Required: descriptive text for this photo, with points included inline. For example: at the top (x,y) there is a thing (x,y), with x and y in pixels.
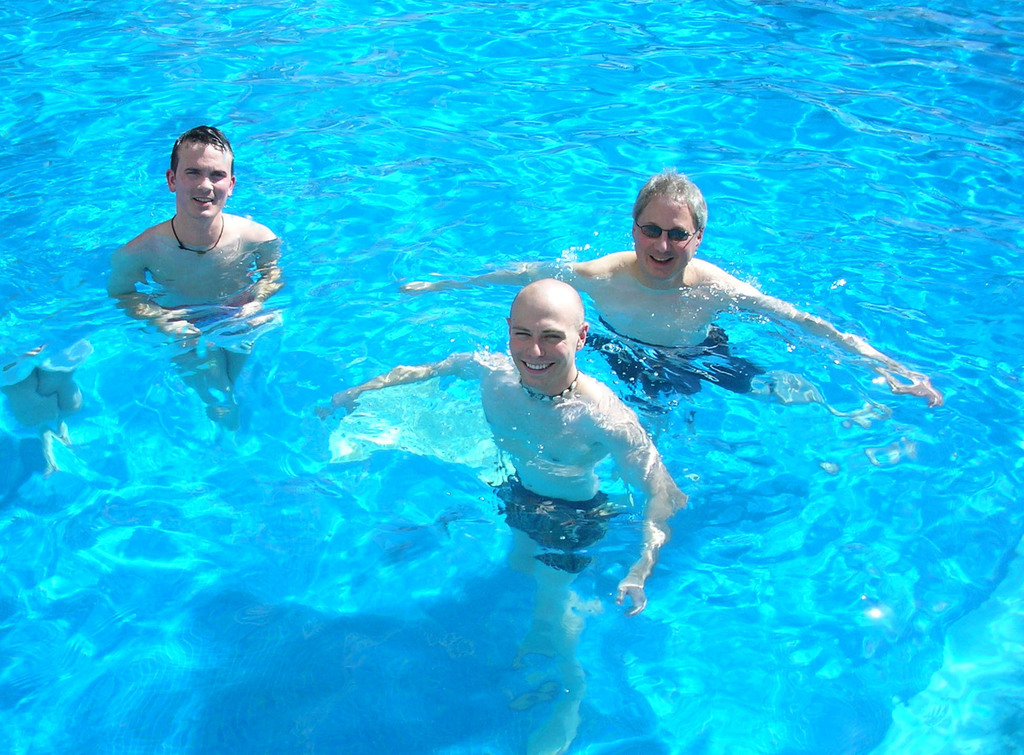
In this image there are people (568,542) in the water (950,512). Right side (697,230) there is a person (658,248) wearing goggles (660,228).
